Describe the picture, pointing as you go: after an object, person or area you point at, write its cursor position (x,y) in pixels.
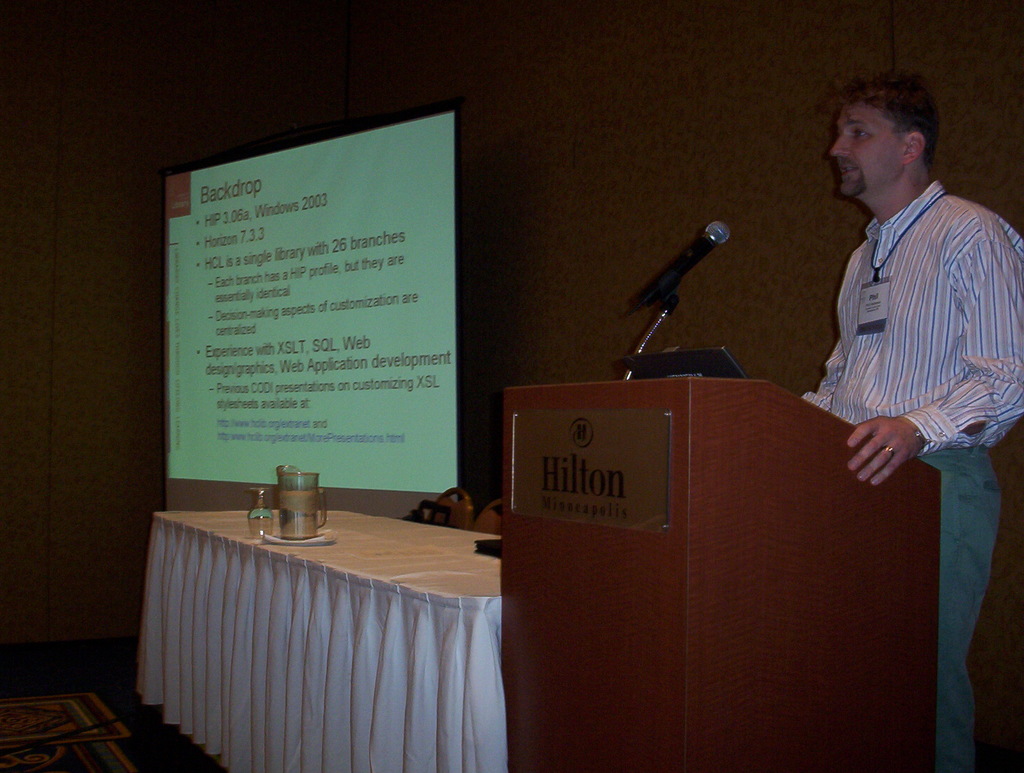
In this image there is a person (874,351) standing in front of the table (677,425). On the table (540,612) there is a mic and a tab (666,361), beside that there is another table (252,540) with a jar (294,510) and glass (260,516) on top of it. In the background (348,263) there is a screen (362,267) with some text (334,343) on it is hanging on the wall (544,175).
